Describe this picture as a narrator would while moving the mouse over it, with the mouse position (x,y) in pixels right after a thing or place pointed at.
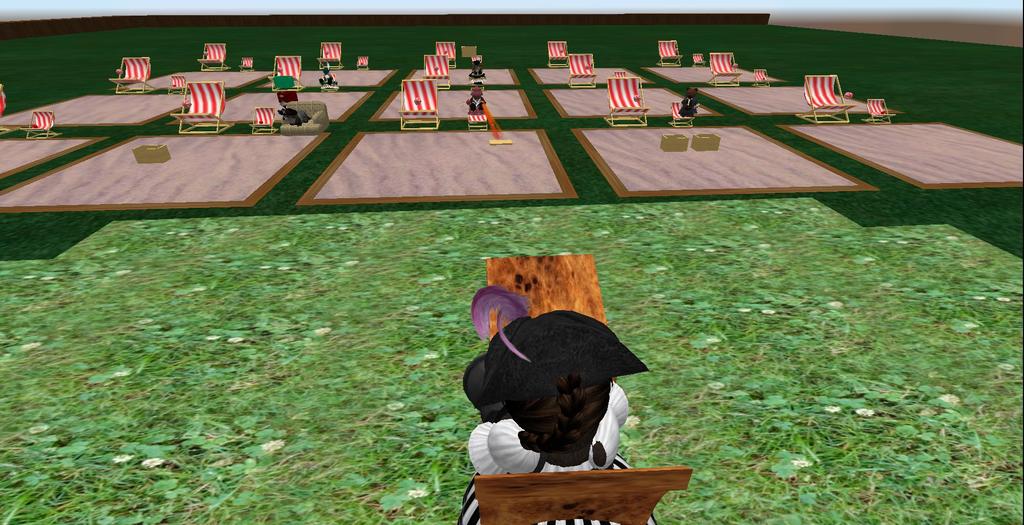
This is a graphical image. Here we can see a person (537,405) sitting on a chair (529,499) at the bottom (584,457). In the background (310,109) we can see chairs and few animals (296,123) sitting on the chairs (265,116) on a carpet (251,114) and we can also see grass (748,457) and sky (701,11).
